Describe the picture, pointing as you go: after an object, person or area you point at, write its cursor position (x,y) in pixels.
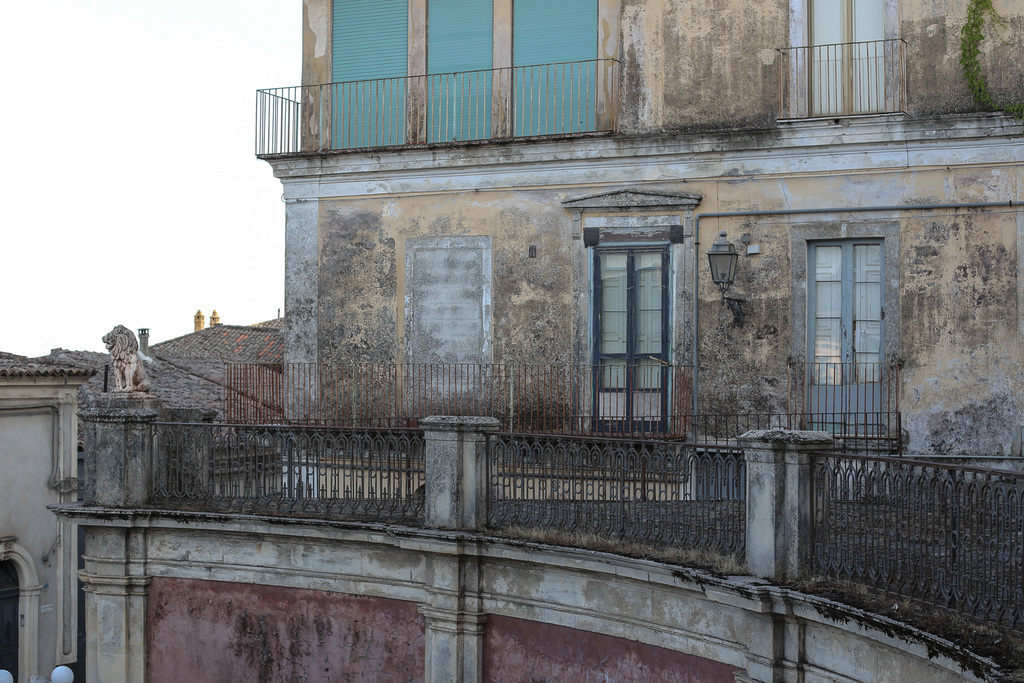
This is an outside view. At the bottom (278,627) there is a wall (293,644) and a railing (680,500). Here I can see a building (538,363) along with the windows (632,285). On the left side (238,355), I can see the roof (218,341). At the top of the image (154,131) I can see the sky (146,195).
